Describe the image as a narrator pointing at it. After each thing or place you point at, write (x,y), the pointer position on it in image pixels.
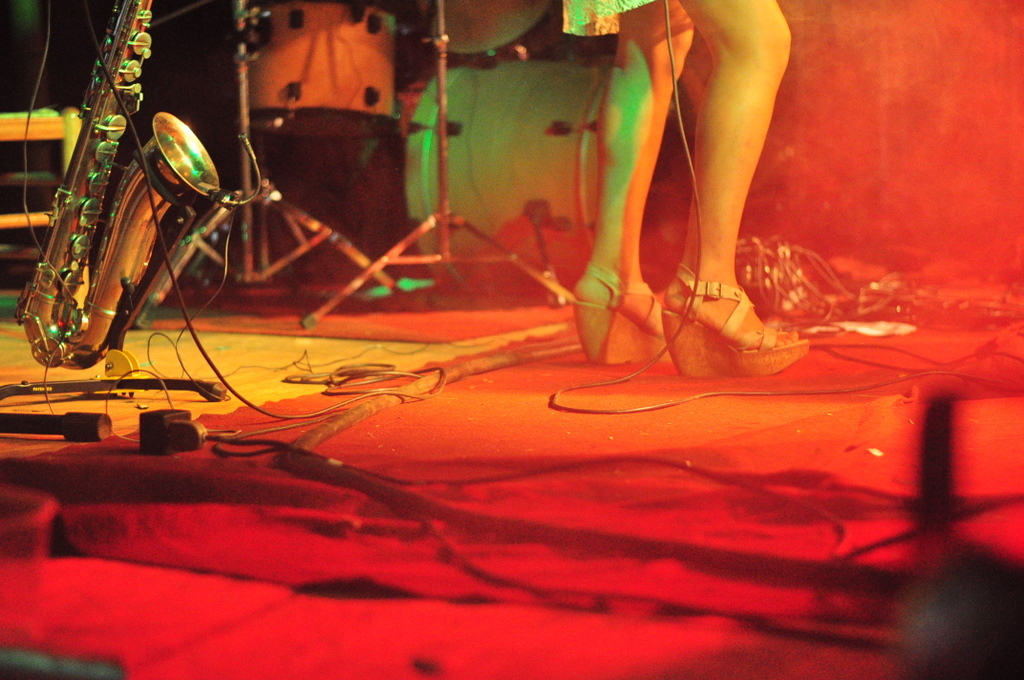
There is a person (696,173) standing. We can see musical instrument (122,229) with stand (120,370) and cables (297,465) on the floor (510,470). Behind this person (630,138) we can see musical instrument (461,131).
